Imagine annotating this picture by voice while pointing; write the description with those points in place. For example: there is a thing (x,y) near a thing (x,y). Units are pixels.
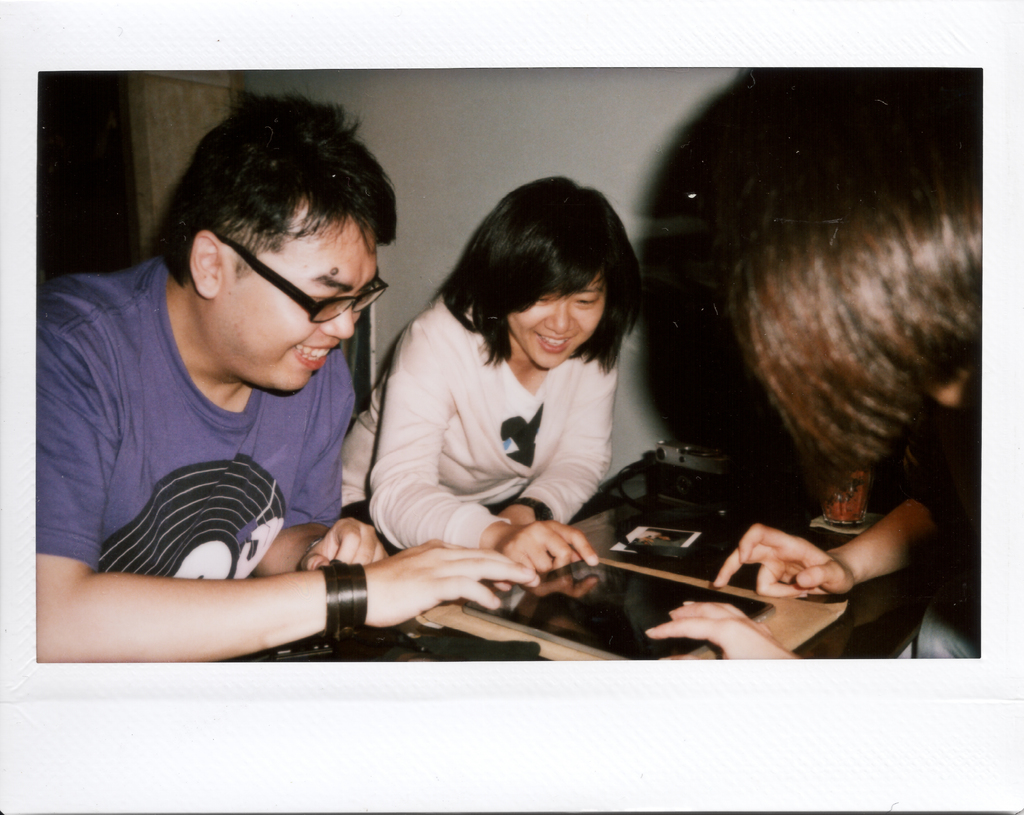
As we can see in the image there are few people (599,331) here and there, white color wall (373,80) and a table (839,653). On table (798,653) there is a photo frame (648,543).
